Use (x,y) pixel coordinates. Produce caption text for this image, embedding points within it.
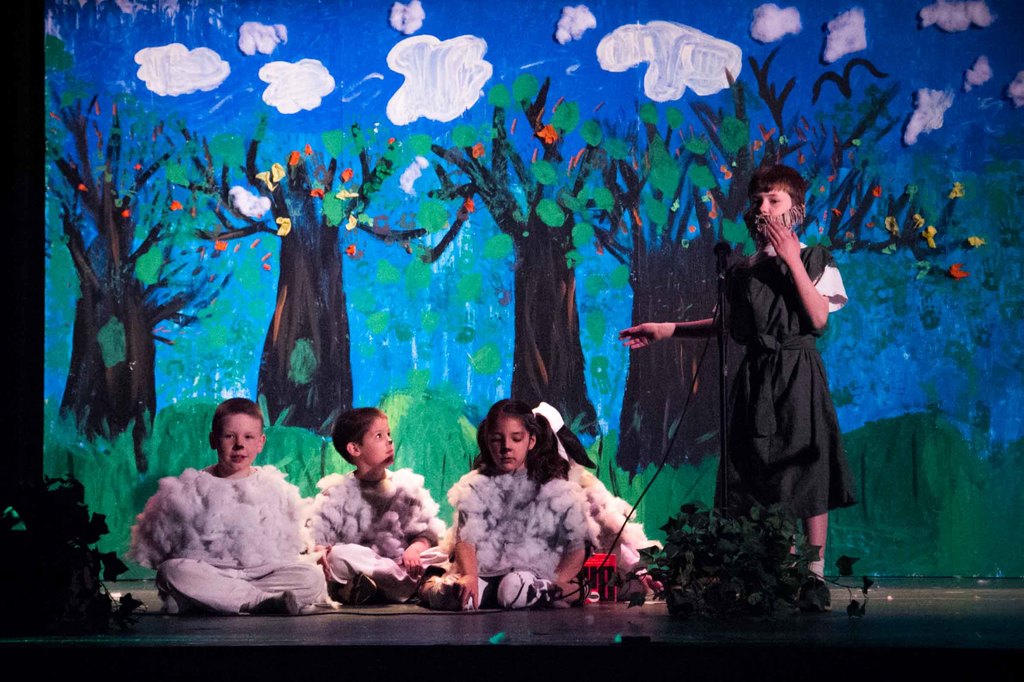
In this image, we can see people (770,381) and are wearing costumes (357,528) and we can see some plants (683,541) and a mic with a stands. In the background (168,220), there are paintings (375,179) on the wall (318,288) and at the bottom (345,639), there is a floor (322,619).
